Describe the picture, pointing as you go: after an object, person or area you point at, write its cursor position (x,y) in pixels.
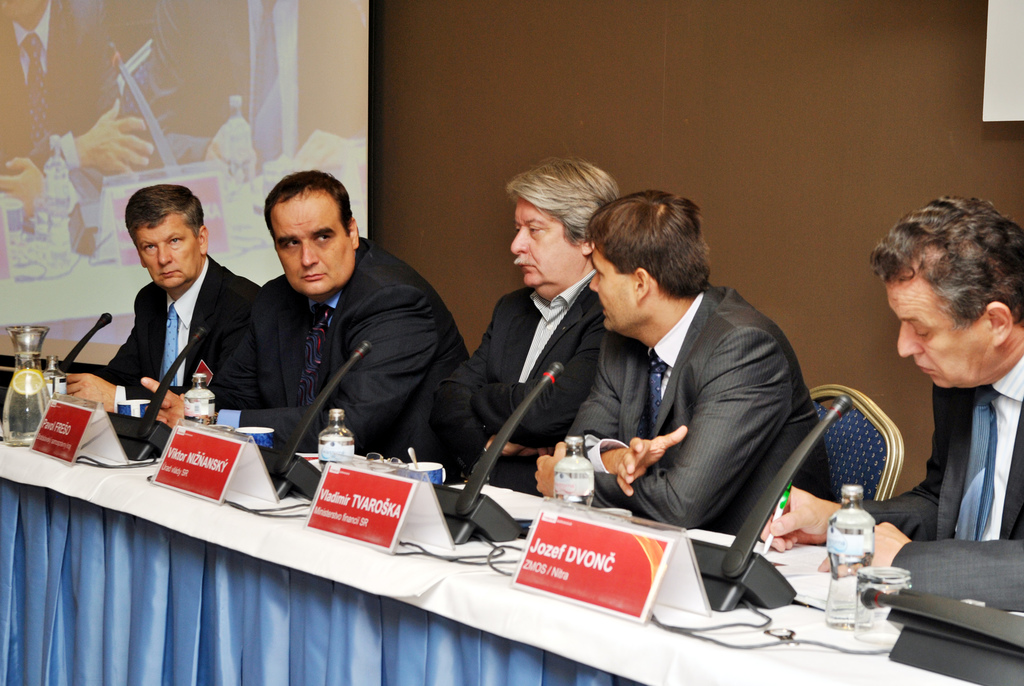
In this image in the center (516,450) there are some people (883,525) who are sitting on chairs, in front of them there are some table (325,573). On the table (607,633) there are some boards (638,557), wires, bottles (836,585) and mike's (772,569). On the left side (177,149) there is a screen (205,145), in the background (423,125) there is a wall (843,162).
